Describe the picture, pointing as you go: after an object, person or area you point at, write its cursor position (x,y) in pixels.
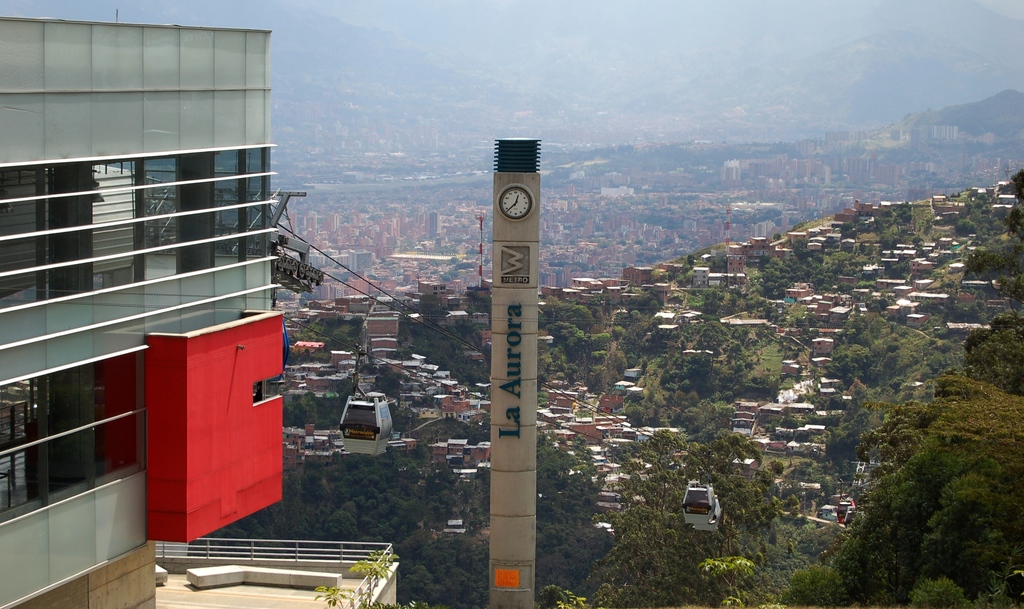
In the bottom left corner of the image (39,494) we can see a building (70,565), on the building (259,252) we can see a ropeway (393,295). Behind the rope way (393,295) we can see some trees (1014,212) and buildings (541,180). At the top of the image (551,93) we can see some hills (373,60). In the middle of the image (521,217) we can see a clock tower (510,163).
